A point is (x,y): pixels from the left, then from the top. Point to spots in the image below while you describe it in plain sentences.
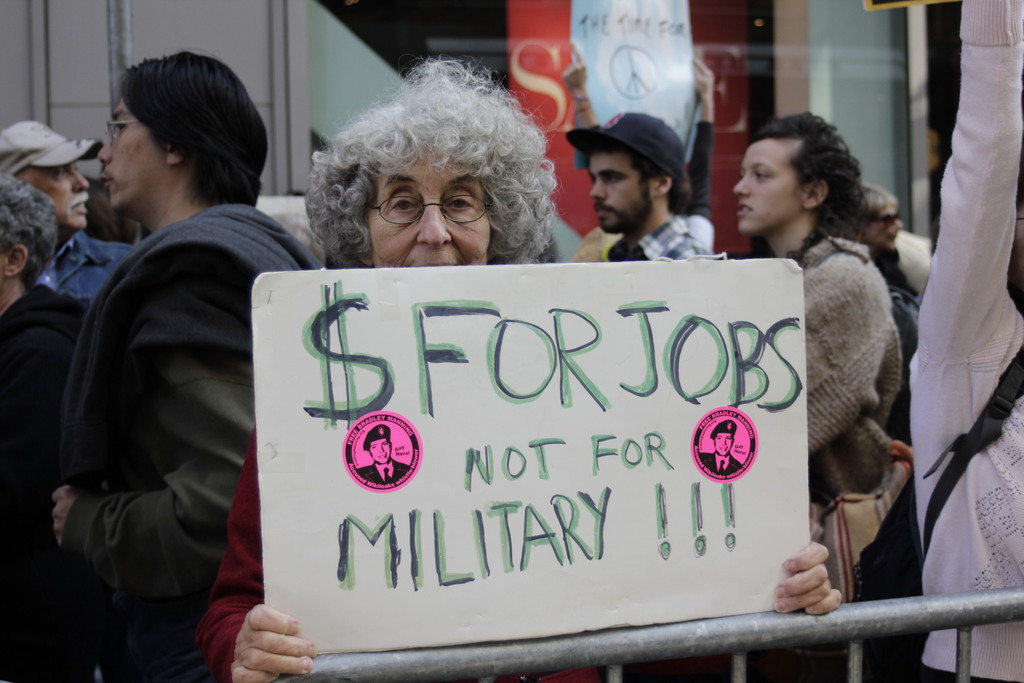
In this image, we can see an old woman (344,223) is holding a board (409,528). On the board (340,409), we can see some text (330,368) and stickers (419,442). Background we can see few people (792,187). Few are holding some objects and wearing caps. At the bottom (882,615), we can see a rods (854,654). Here we can see a wall (243,65) and glass (548,66).
